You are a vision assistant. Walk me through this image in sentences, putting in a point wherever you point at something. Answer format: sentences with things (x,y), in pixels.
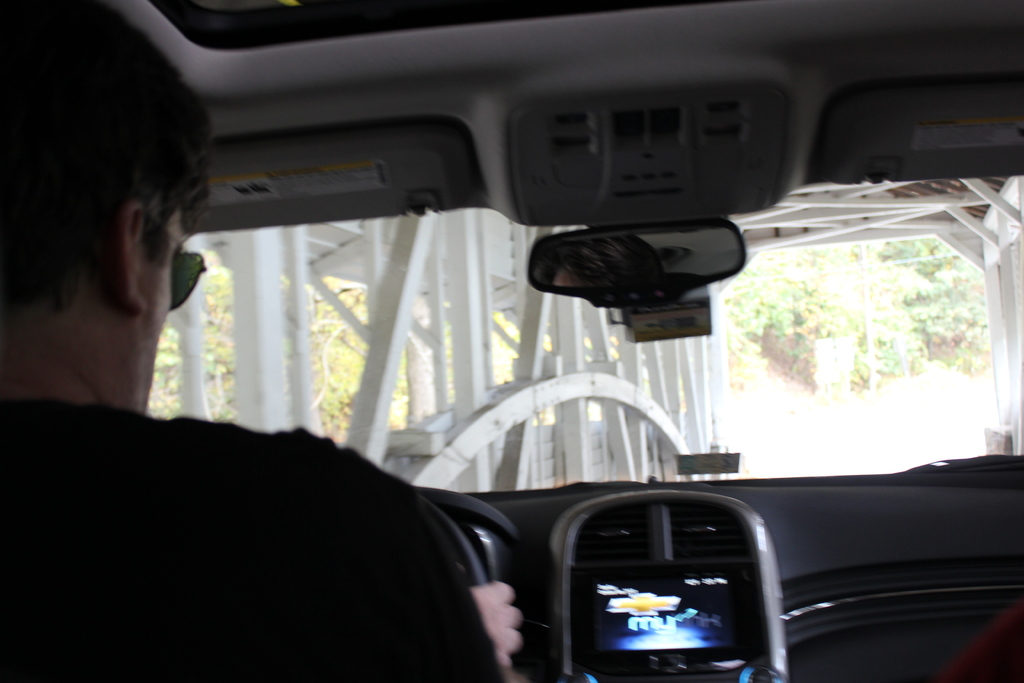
In this picture there is a man (184,227) who is wearing goggles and black t-shirt (348,562). He is sitting inside the car (588,582). Here we can see rear mirror (616,239). In the back (835,316) we can see plants (921,363) and trees (423,387). Here we can see steel fencing (569,390).
